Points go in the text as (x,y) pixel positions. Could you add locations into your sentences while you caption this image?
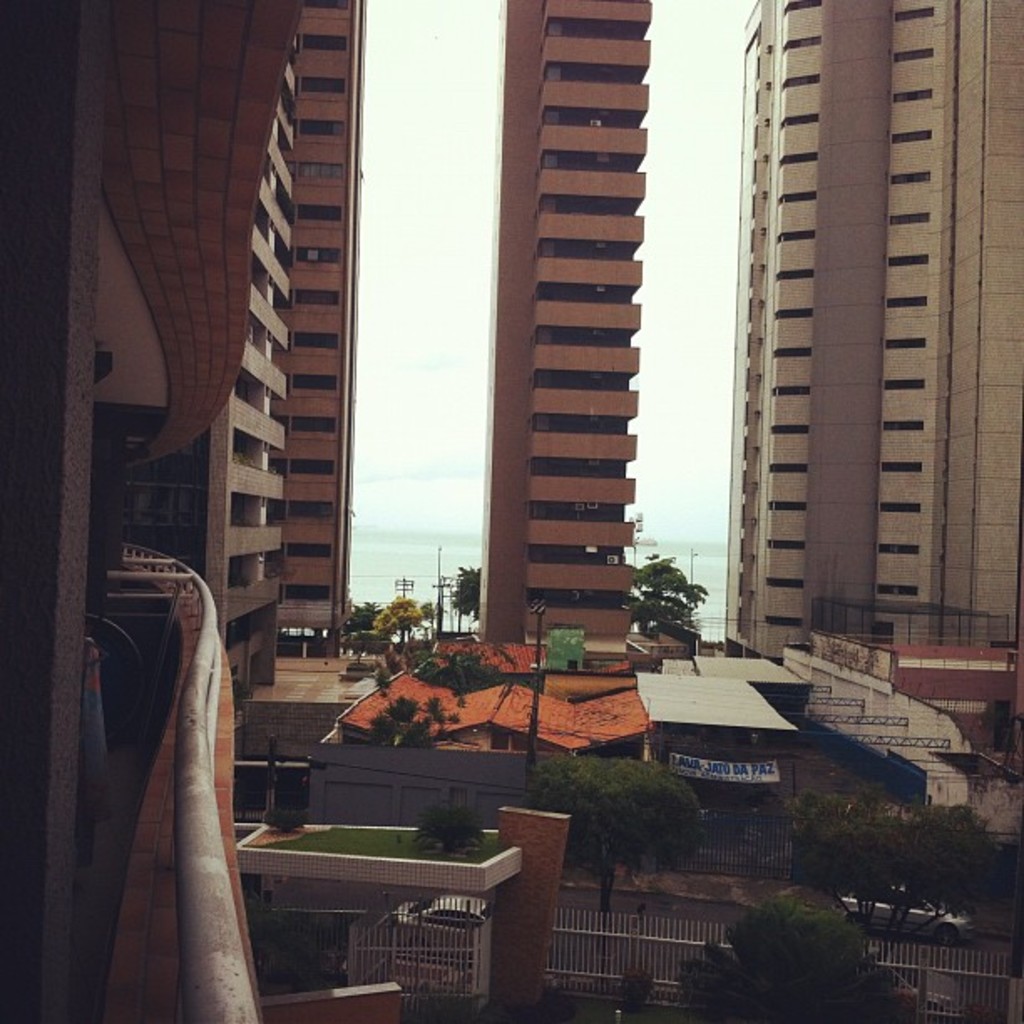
In this image I can see few buildings (349,562), few trees (704,1010), the railing (620,959), some grass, the road (567,888) and few poles (439,603). In the background (426,584) I can see the water (424,553) and the sky (460,247).
